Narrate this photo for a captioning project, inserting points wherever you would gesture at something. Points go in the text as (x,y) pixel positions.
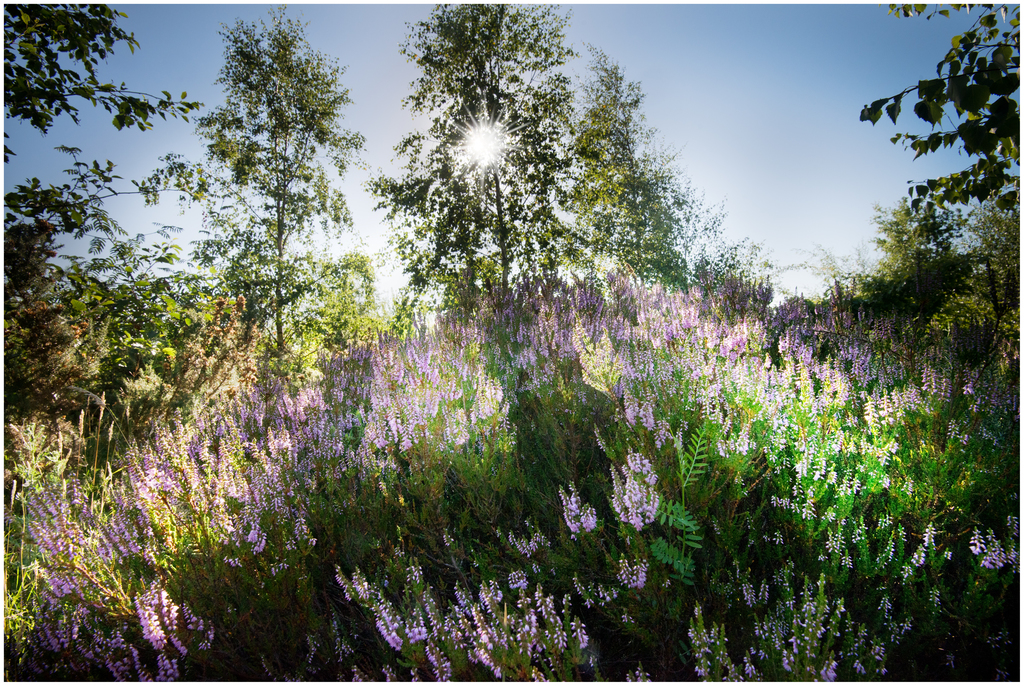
In the picture there are beautiful plants (452,402) with purple flowers (713,324) and around them there are some other trees (334,205) and there is a bright sunshine (470,160) from middle of one of the tree (499,132).
